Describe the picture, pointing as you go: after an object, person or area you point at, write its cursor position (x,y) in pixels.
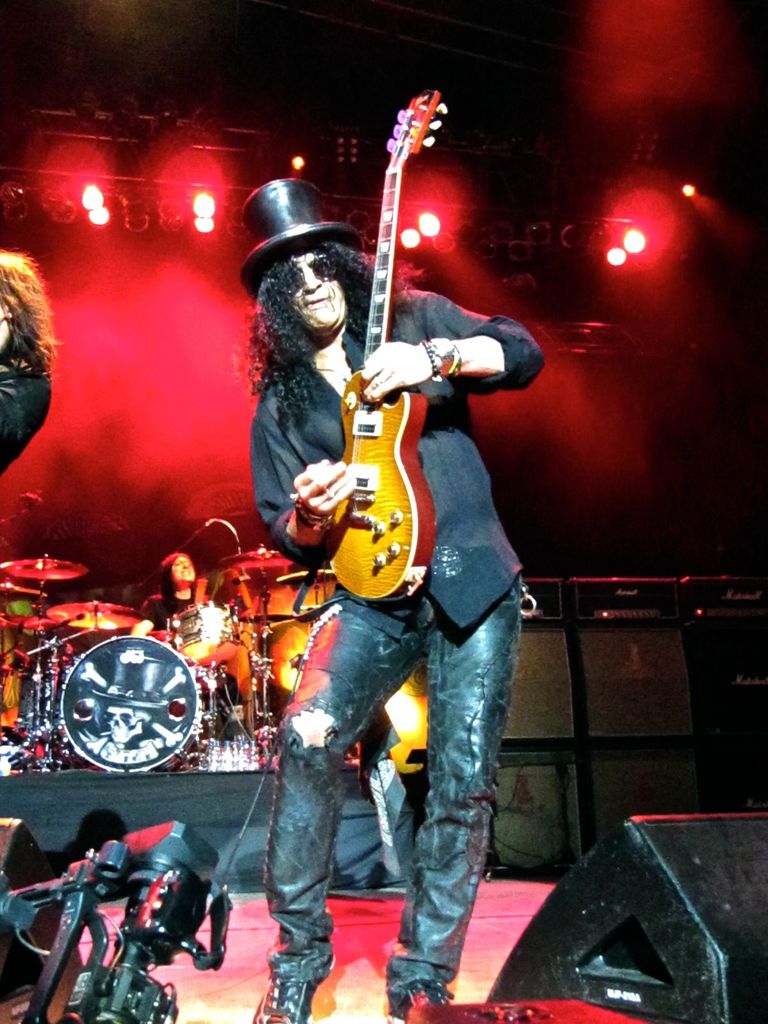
This image is clicked in a concert, there are three persons (36,368) on the dais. In the front (383,774), the man (367,664) wearing black dress (374,608) is playing a guitar (376,563). In the background (194,608), there is a person (170,624) playing drums (182,656). In the background (644,237), there are lights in red color. At the bottom right (671,931), there is a speaker (619,951). At the bottom left (158,924), there is a camera (180,906).
